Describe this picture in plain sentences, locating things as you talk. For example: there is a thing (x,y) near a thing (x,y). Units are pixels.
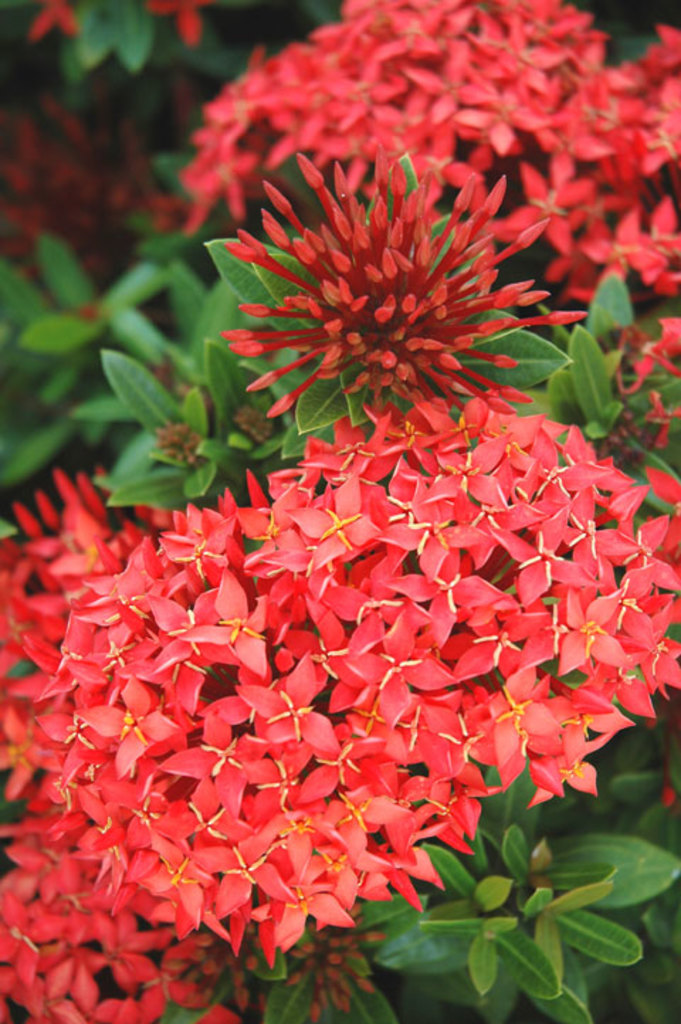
In this picture we can see the flowers (513,729) and plants (585,414).
